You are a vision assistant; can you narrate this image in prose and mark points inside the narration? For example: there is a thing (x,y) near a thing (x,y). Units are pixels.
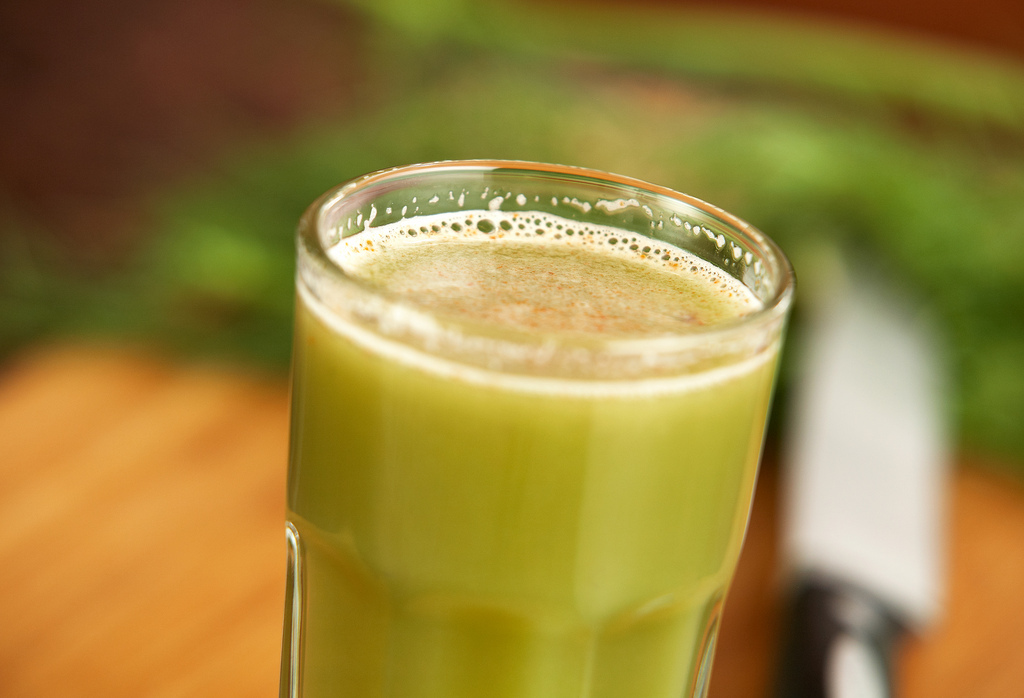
In the center of the image (513,331) we can see beverage (560,363) in glass (597,386) placed on the table (271,531).
